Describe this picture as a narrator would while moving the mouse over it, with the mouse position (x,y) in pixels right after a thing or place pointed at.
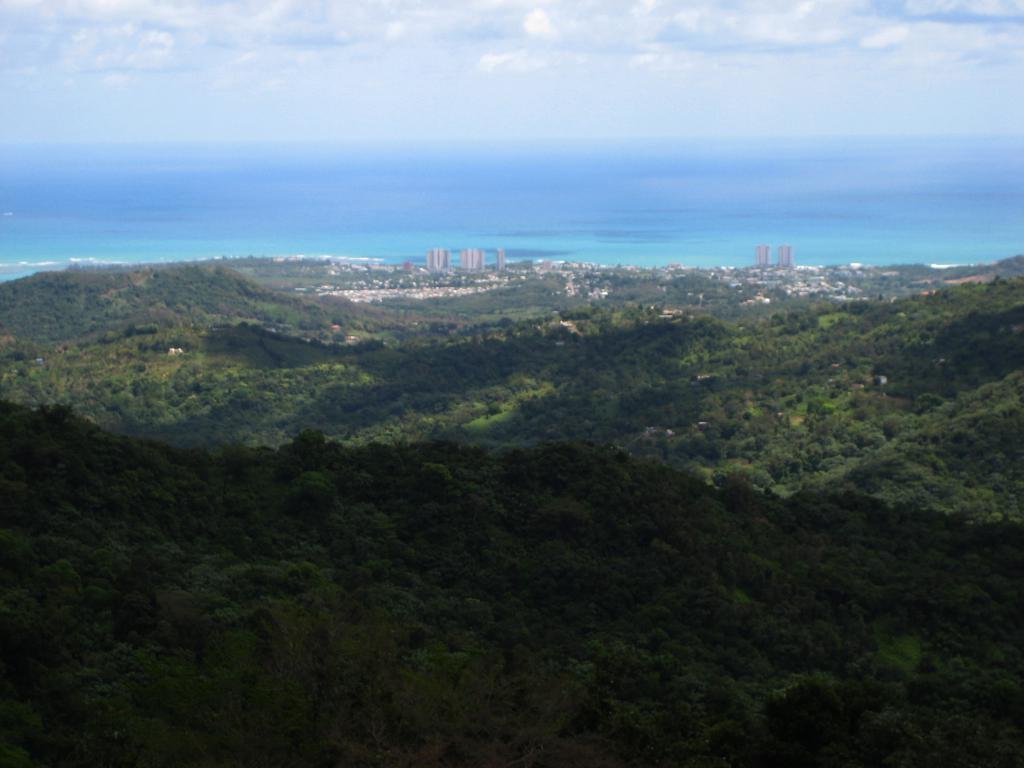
In the foreground of this image (589,516), we can see mountains (442,572), trees (426,499), city (428,276), an ocean (463,175), and the sky (462,73).
